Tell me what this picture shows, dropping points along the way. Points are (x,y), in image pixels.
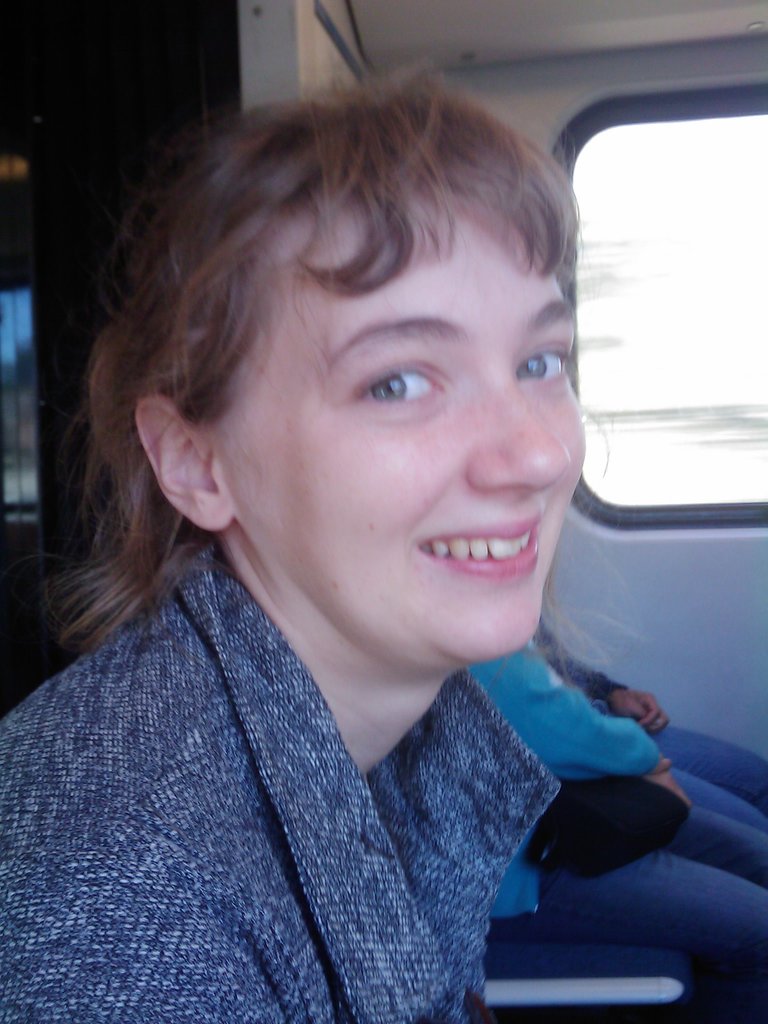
In this image we can see a lady (191,607). In the back (622,734) two persons (622,734) sitting. Also there is a wall (696,555) with a window (643,428).
